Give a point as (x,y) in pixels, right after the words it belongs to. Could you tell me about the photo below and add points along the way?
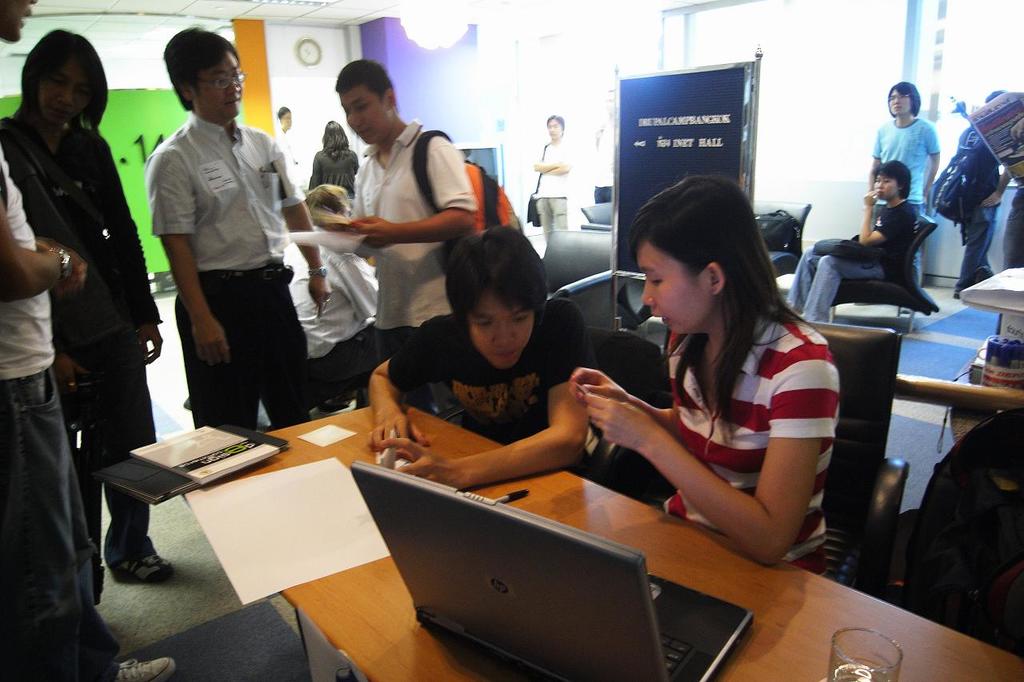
This image is clicked in a room (504,91). There are two persons (776,363) sitting besides a table (540,509) in the center (498,449). In the background (203,190) there are group of people (394,101), a board (654,113), lights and a window (940,26).
